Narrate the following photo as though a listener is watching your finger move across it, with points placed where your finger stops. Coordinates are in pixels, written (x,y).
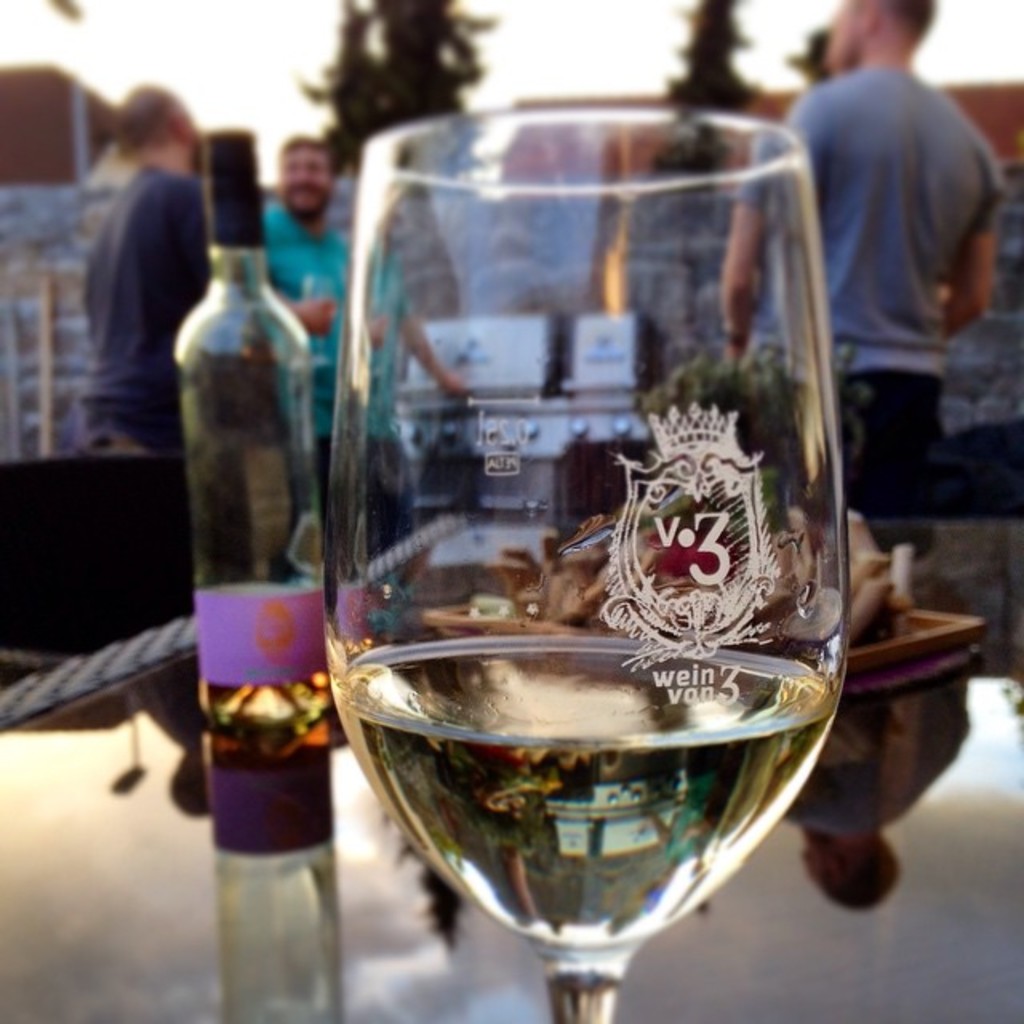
In this picture we can see a glass (793,687) with drink (596,785) in it and aside to this glass (369,344) we have a bottle (204,494) and this two are placed on a table (287,884) and in the background (800,104) we can see some persons (117,284) standing, tree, sky (216,58), building (53,112), pole (81,152).
